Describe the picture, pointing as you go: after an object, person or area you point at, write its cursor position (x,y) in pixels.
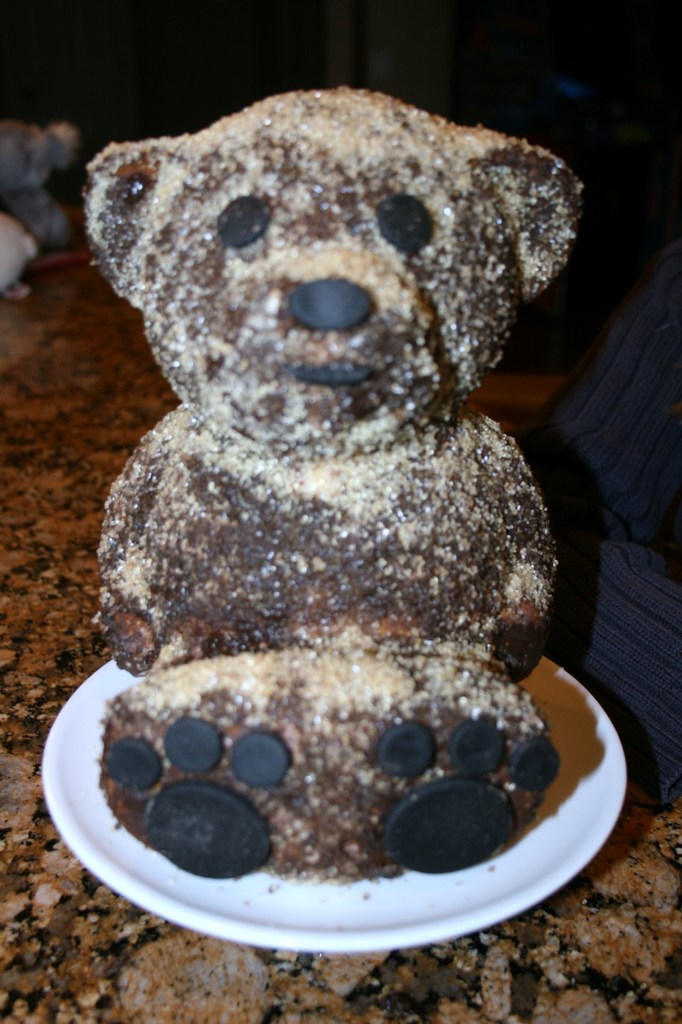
In this image we can see a plate (415,905) containing a chocolate (452,680) in the shape of a teddy bear (383,679). On the right (622,500) there is a sleeve (632,645). At the bottom (490,971) there is a countertop (167,989).
